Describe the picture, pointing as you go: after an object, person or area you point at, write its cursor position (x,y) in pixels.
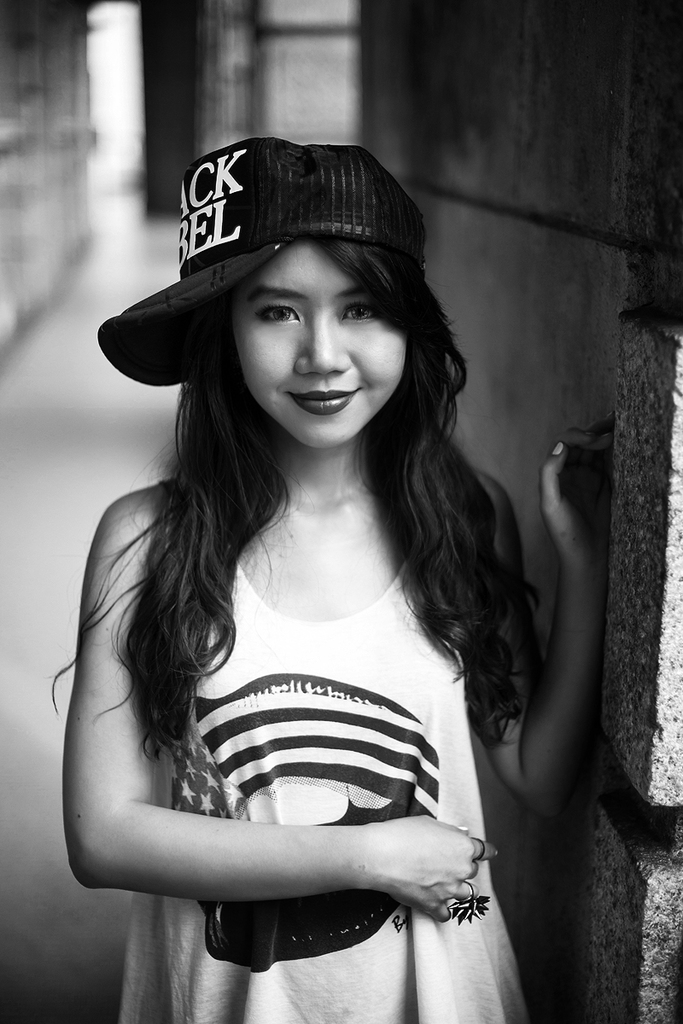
In this image we can see some walls (530,184), there is one girl (472,601) standing near the wall (585,379) and touching it.
